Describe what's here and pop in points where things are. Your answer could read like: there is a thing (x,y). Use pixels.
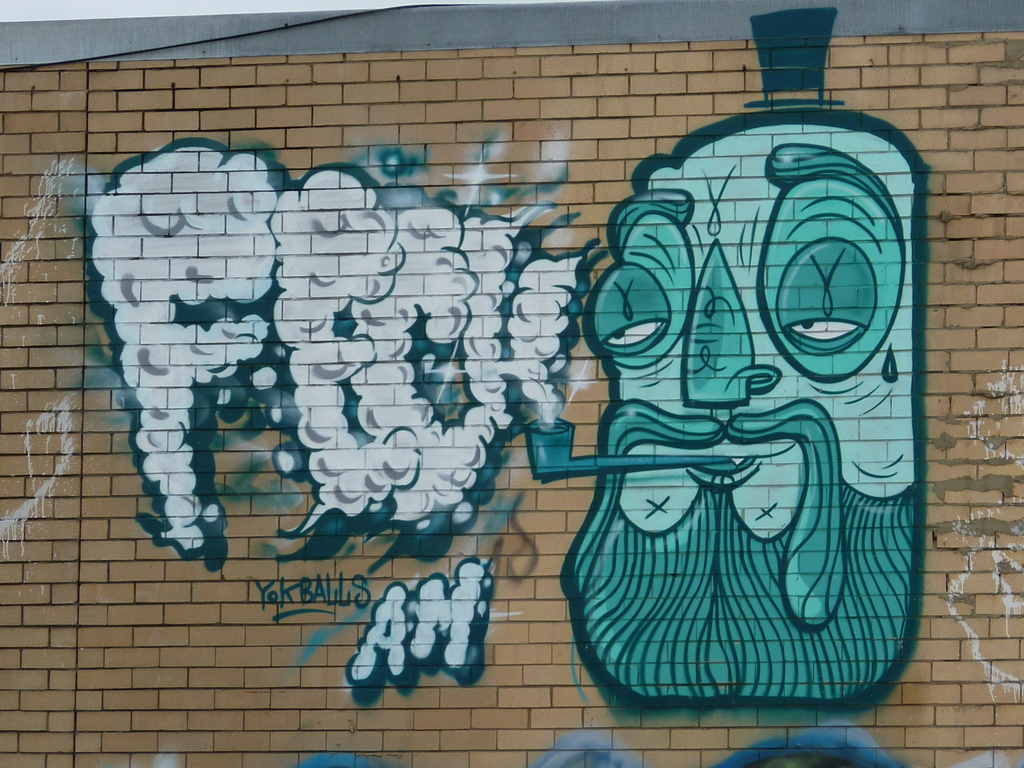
In the foreground of this image (647,344), there is graffiti painting (288,616) on the wall (191,657).
